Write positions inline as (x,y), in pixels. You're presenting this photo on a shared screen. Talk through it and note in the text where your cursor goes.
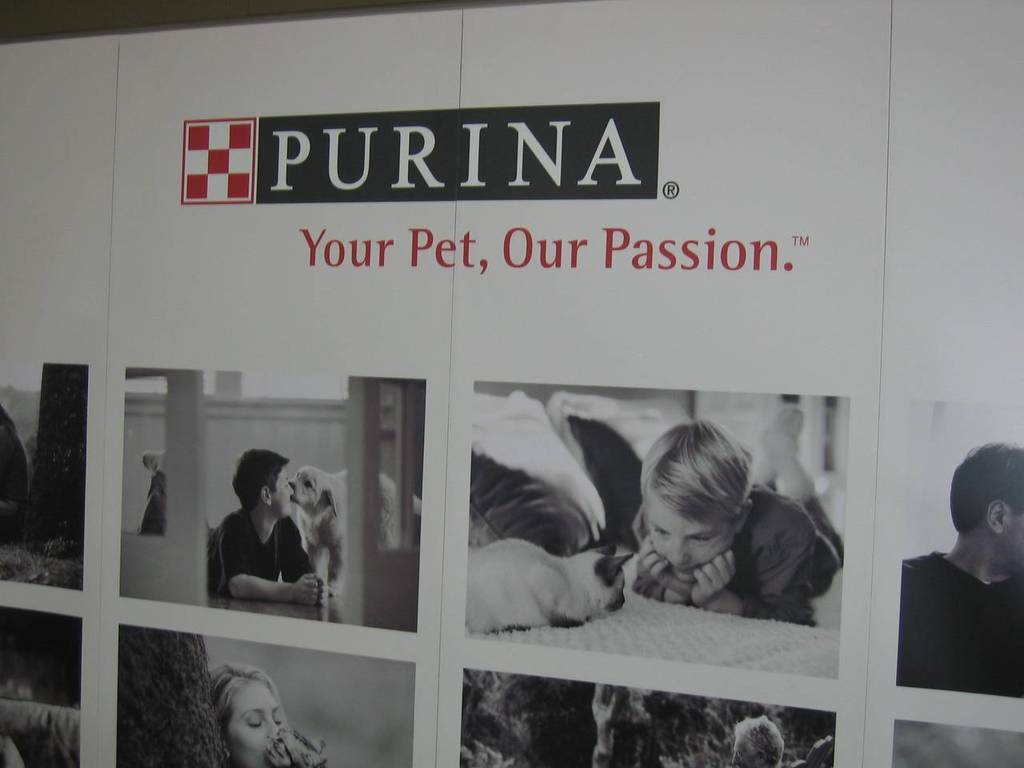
In this image we can see a poster (281,139), there are collage (193,702) of many images, here a boy (647,521) is lying on the bed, in front (565,555) here is the cat (512,561), here a person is lying, beside there is the dog (319,490).
